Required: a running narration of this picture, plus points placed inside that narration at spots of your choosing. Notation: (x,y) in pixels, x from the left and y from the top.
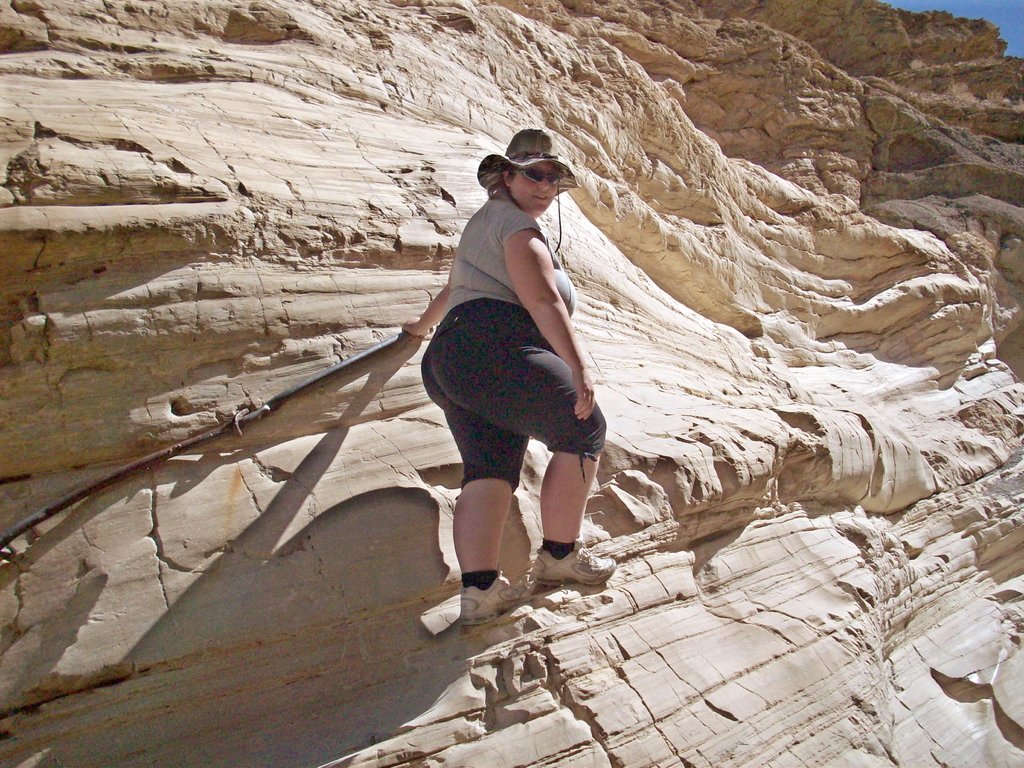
In this image I can see a woman (593,457) is climbing the hill (617,464), she wore trouser (557,383), t-shirt (496,207), shoes (569,572), hat (522,159).
